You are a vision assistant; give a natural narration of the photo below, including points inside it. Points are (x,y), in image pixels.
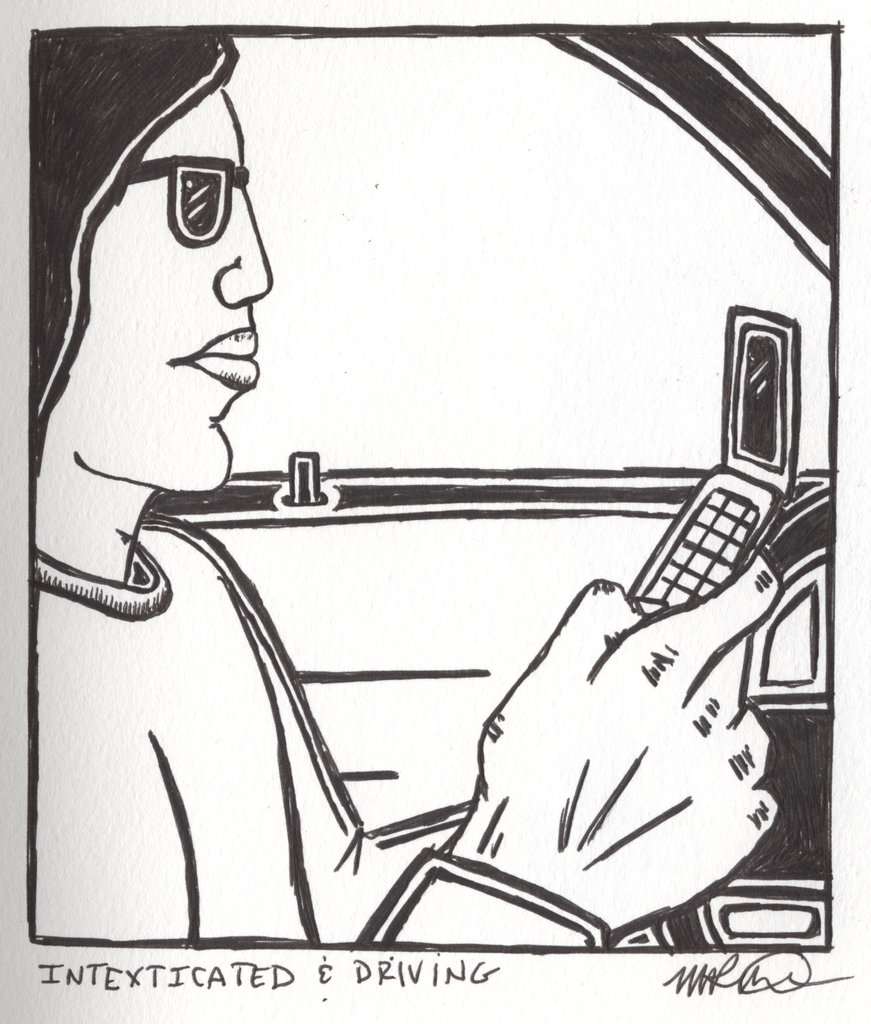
We can see drawing (613,601) of a person (610,590) holding a mobile (768,473). At the bottom of the image (816,966) we can see text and signature (724,960).
